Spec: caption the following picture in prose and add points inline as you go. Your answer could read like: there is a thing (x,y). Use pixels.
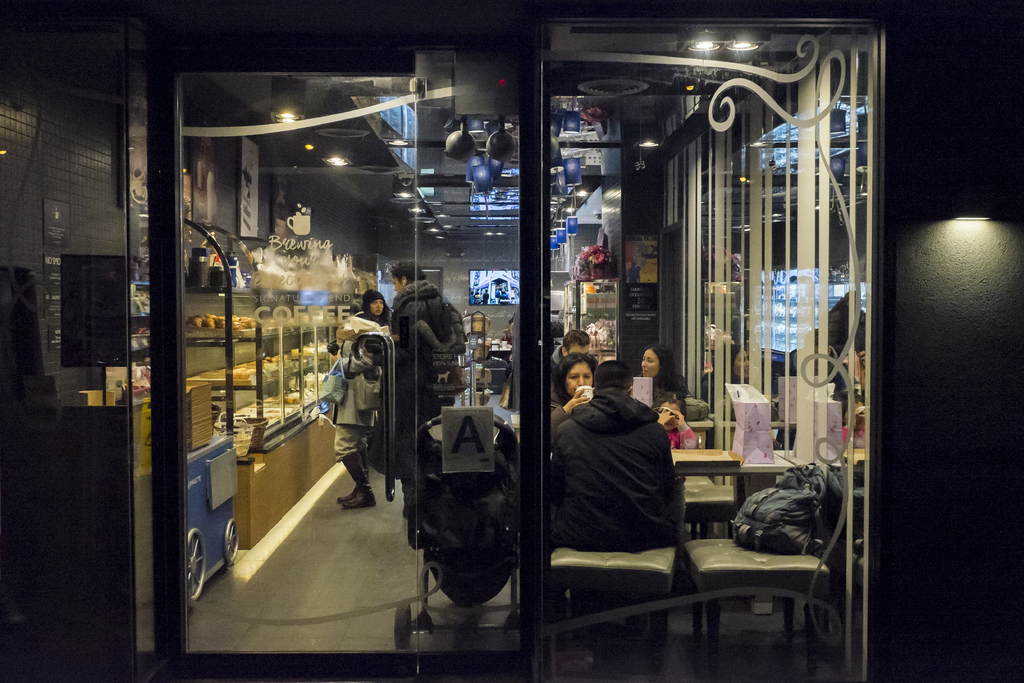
This picture is clicked from outside. On the right (716,460) we can see the group of people (640,433) sitting on the stools (624,557) and there is a bag (793,512) placed on the stool (765,572) and there are some objects (749,415) placed on the tables (697,449). On the left (324,427) we can see the two person (420,359) standing on the ground (387,506) and there are some objects (275,410) in the cabinet (268,374). In the background (649,107) we can see the ceiling lights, roof (443,211) and many other objects (473,302).
